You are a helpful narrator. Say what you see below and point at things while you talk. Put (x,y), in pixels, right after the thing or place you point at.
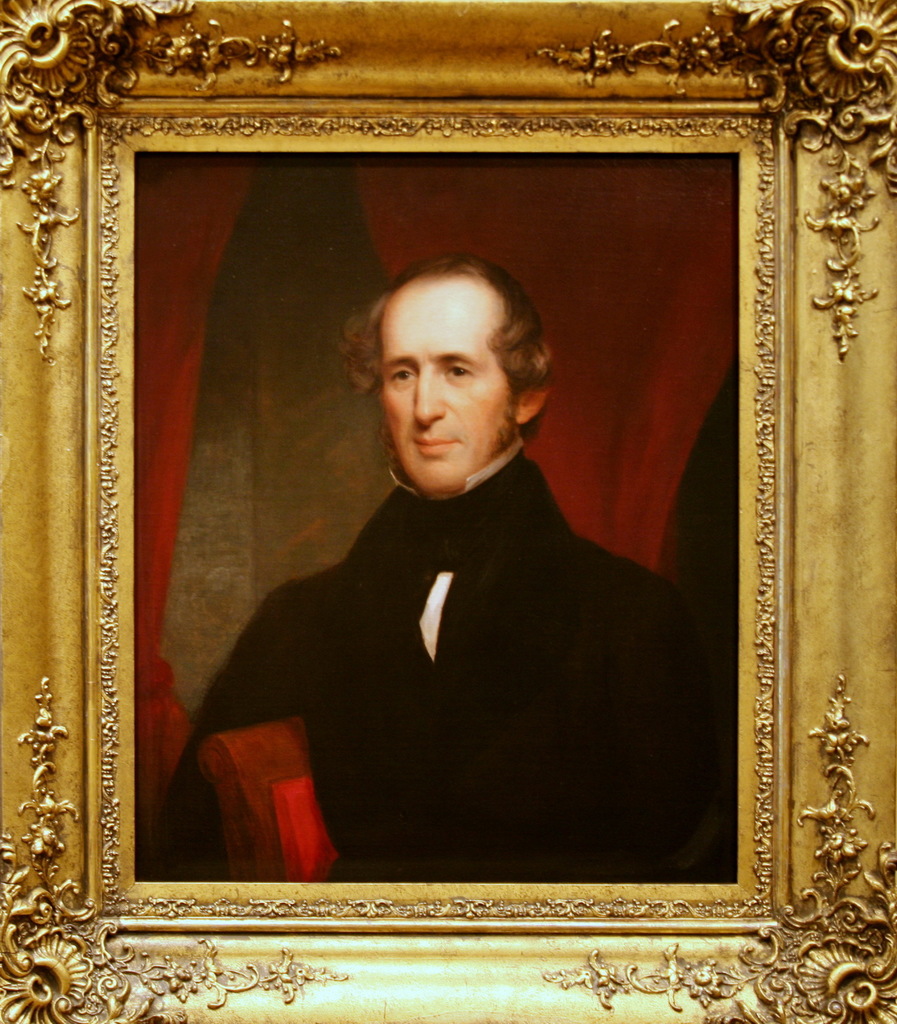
In this image I can see the photo frame (81,563) which is gold in color and a photo (325,390) of a person (363,570) wearing black color dress (402,737) is sitting on a chair (260,789) and I can see the red colored curtains (590,306) in the picture.
